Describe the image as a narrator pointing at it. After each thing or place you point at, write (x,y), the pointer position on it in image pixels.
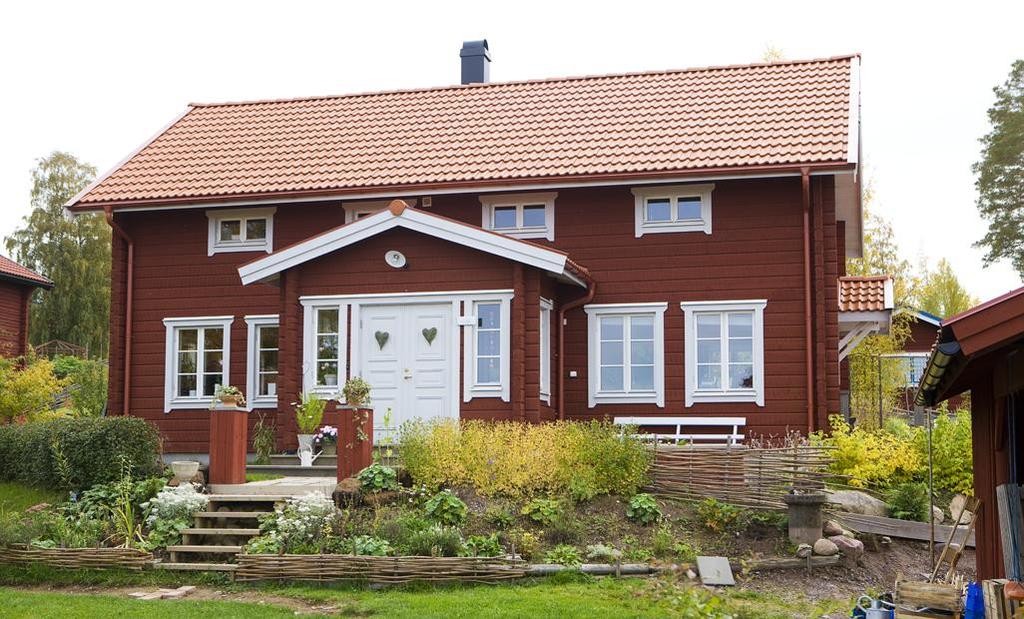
In this image we can see a few houses (357,251), there are some plants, trees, stones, windows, doors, grass (560,591), steps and some other objects (928,580) on the ground (917,555), in the background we can see the sky (920,272).
